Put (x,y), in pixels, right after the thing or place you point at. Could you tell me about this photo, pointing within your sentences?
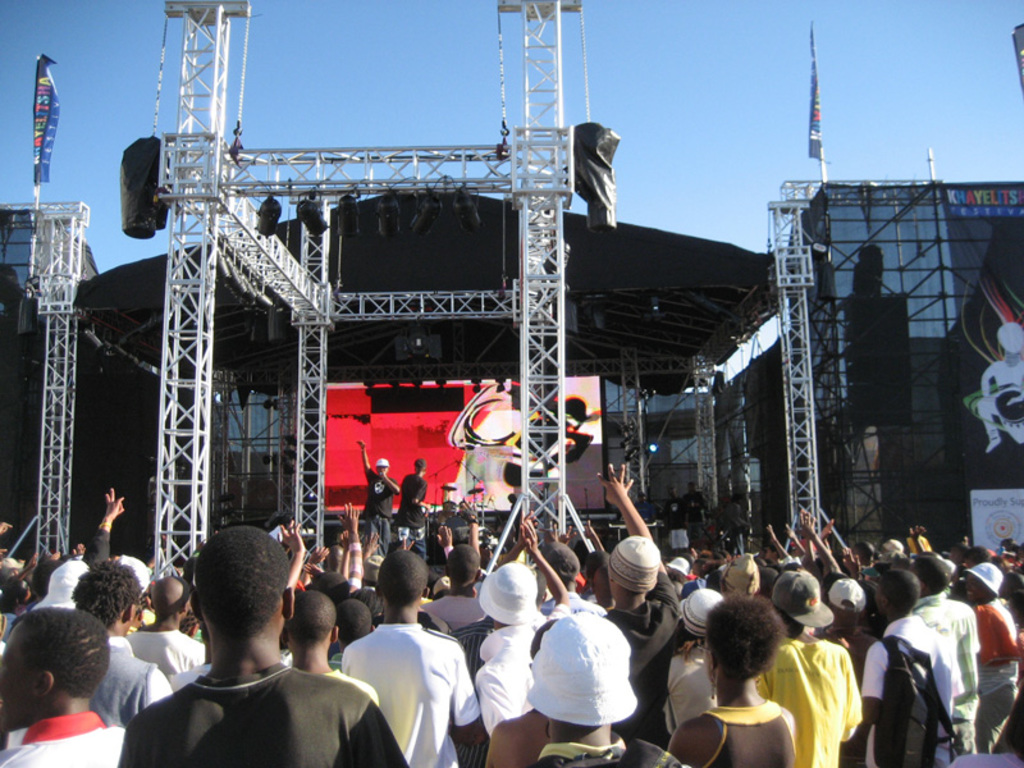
In the center of the image (464,383), we can see a stage (354,341) and there are lights (466,205), we can see people (395,480) standing on the stage (396,465) and there is a crowd (776,613). At the top (683,64), there is a sky (709,82).
